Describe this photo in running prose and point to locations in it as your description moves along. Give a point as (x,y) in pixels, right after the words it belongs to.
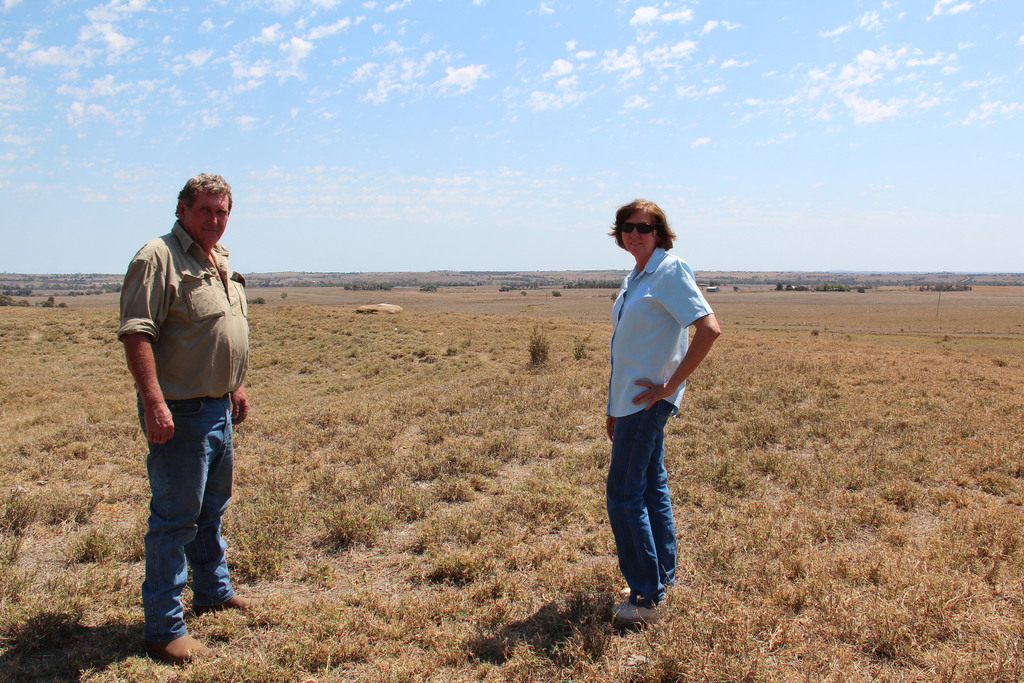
In this image, there are a few people (689,268). We can see the ground (460,423). We can see some grass (355,329), plants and a rock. We can see the sky (549,200) with clouds (286,192).
